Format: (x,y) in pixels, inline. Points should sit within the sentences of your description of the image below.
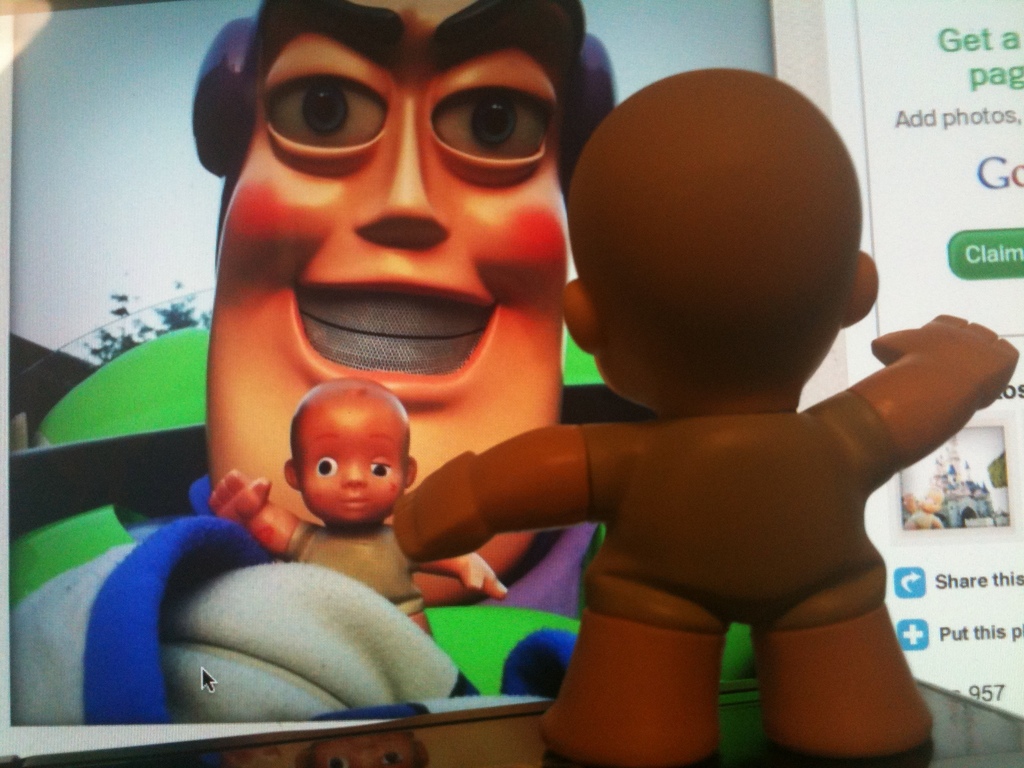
In the image we can see a toy (752,410) and there is a screen (167,253), in the screen (245,417) we can see there are two toys (298,449), tree (167,324) and a sky (84,101).
